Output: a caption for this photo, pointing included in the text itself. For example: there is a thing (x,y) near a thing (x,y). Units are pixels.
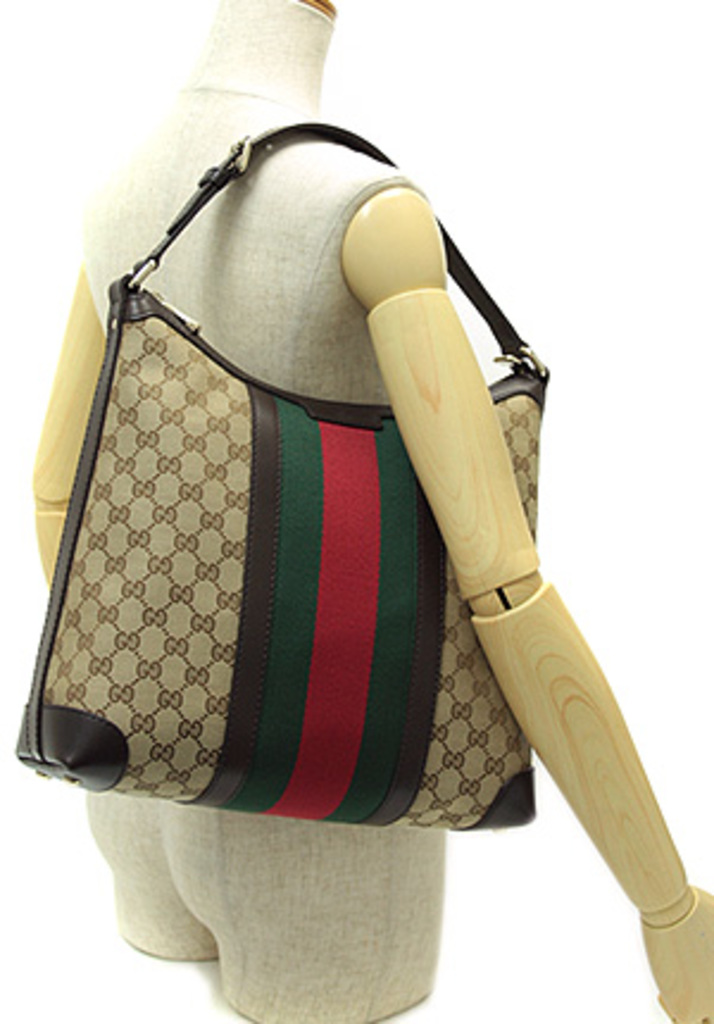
In this image I can see a mannequin (272,183) wearing a handbag (273,718).
